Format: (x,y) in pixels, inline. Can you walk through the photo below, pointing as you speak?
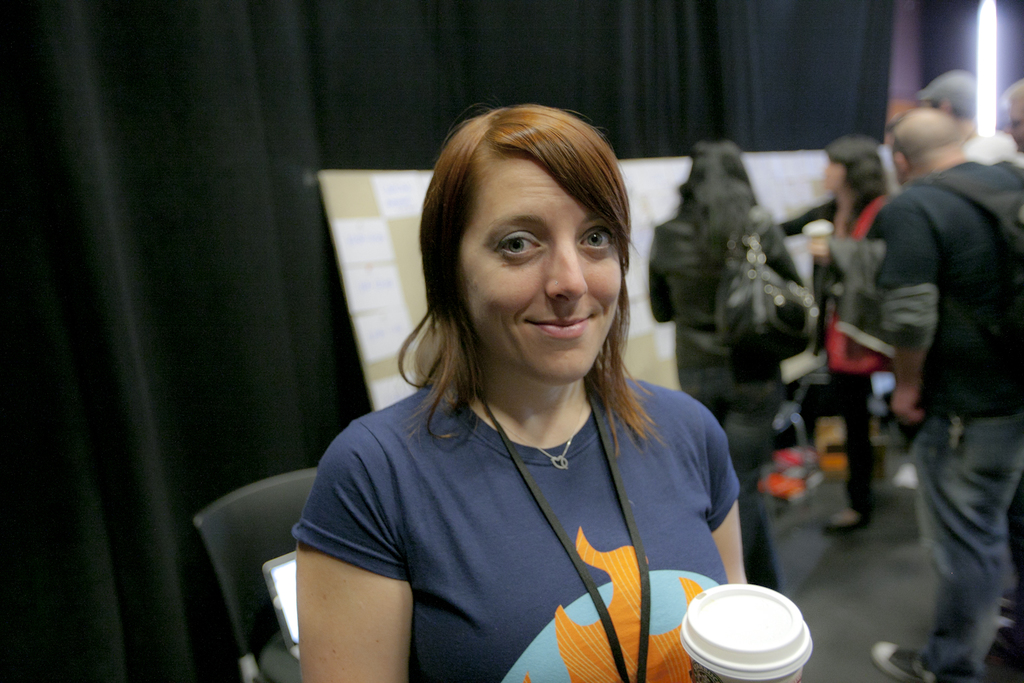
In the center of the image (569,292) there is a lady (337,679) holding a cup (805,626) in her hand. In the background of the image (966,91) there are people (976,189) standing. There is a black color cloth (49,174).
